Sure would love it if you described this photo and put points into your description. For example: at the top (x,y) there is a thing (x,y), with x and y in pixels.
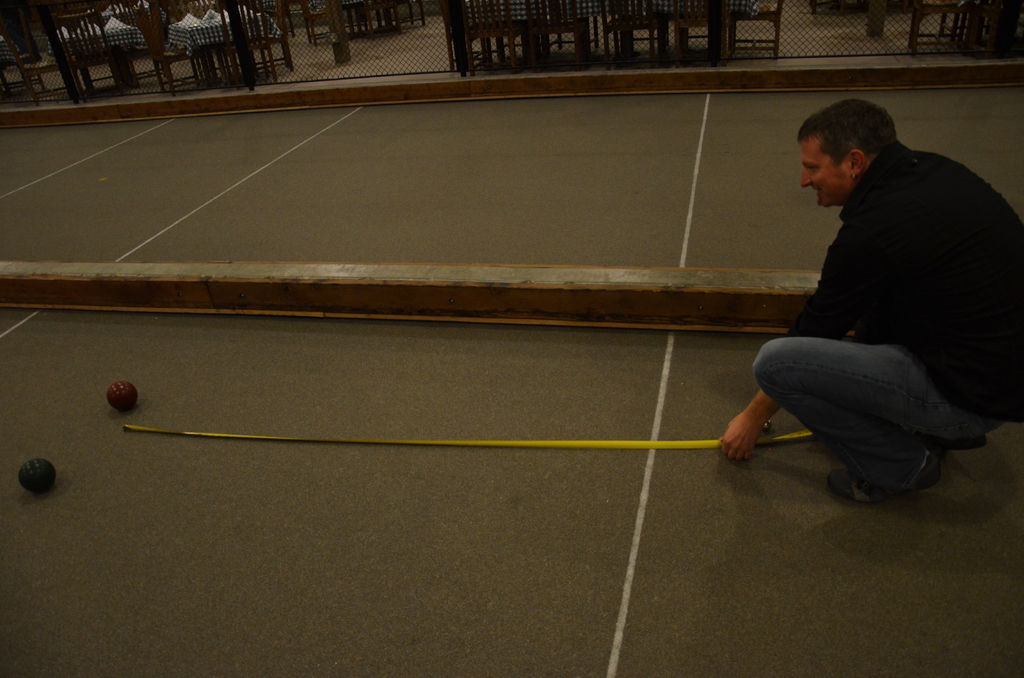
In this image we can see a person (862,462) sitting on the floor (818,514) by holding a measuring tape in his hand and pointing to the ball (119,409). In the background (269,44) there are tables (183,42) and mesh (391,41).
